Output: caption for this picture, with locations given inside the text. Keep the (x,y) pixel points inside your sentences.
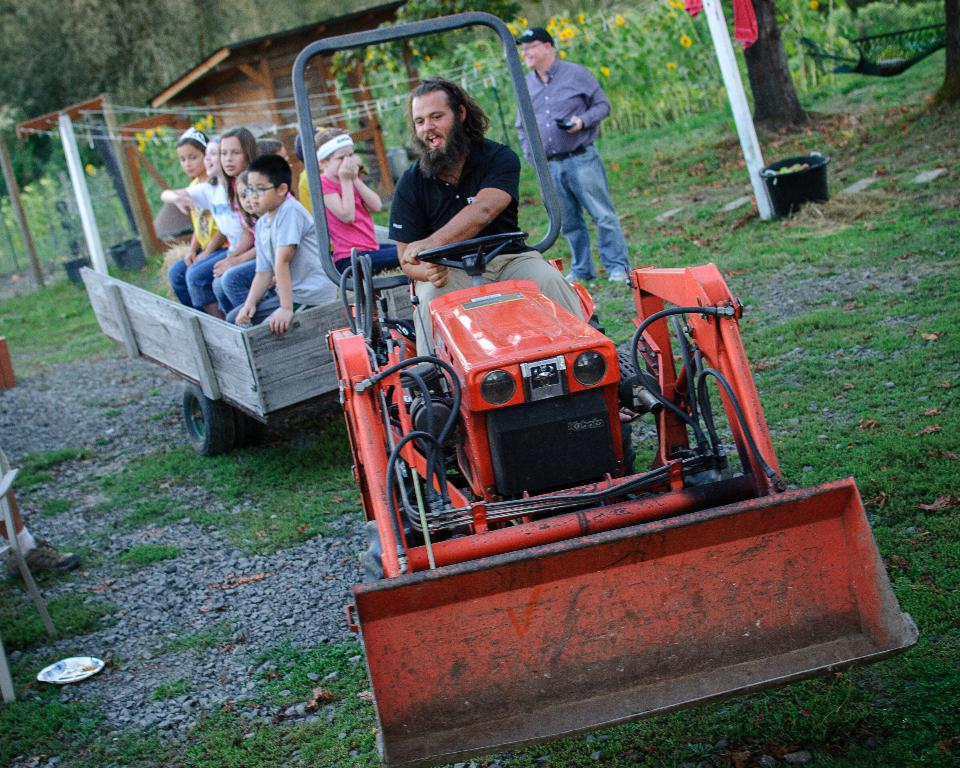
There are people (406,219) sitting on vehicle (334,351) and this man (563,230) standing. We can see grass (861,307). In the background (813,26) we can see trees (114,47), plants (653,23) and flowers (618,44).
